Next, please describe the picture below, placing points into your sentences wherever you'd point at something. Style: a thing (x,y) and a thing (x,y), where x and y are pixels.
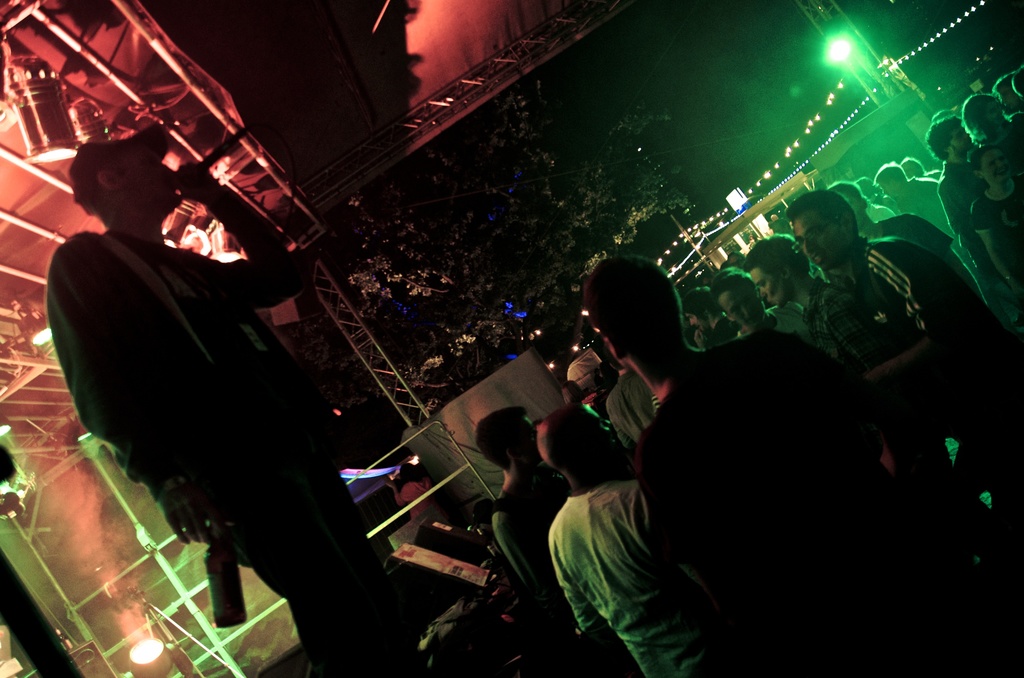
It is a music concert, there is a person (262,430) standing on the stage (186,576) and he is holding a bottle (223,571) in his hand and on the other hand (218,186) he is holding a mic (185,159), there are many lights (58,96) above the person (62,316) and there is a huge crowd (887,213) in front of the stage (153,90) and behind the crowd (865,195) there is a green light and on the left side (340,239) there is a tree (567,183).
